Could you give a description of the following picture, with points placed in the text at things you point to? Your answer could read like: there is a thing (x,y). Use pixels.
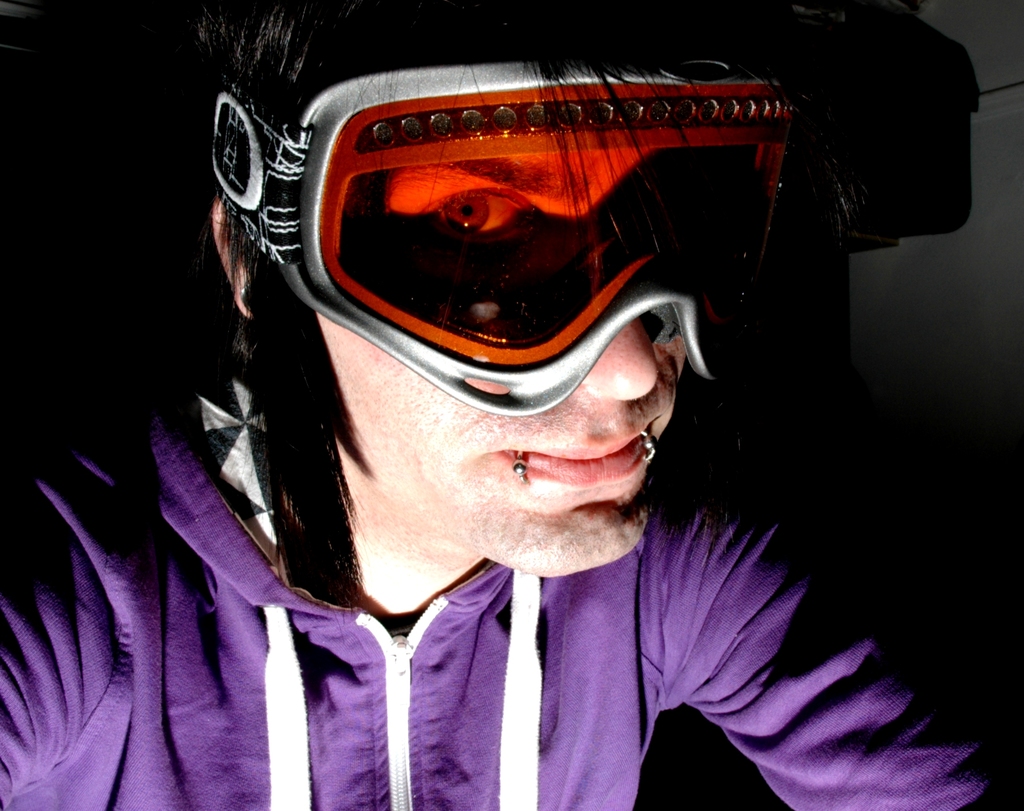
In the picture there is a man (791,588) in the foreground (606,546), he is wearing goggles (455,186) and a hoodie (295,706).
